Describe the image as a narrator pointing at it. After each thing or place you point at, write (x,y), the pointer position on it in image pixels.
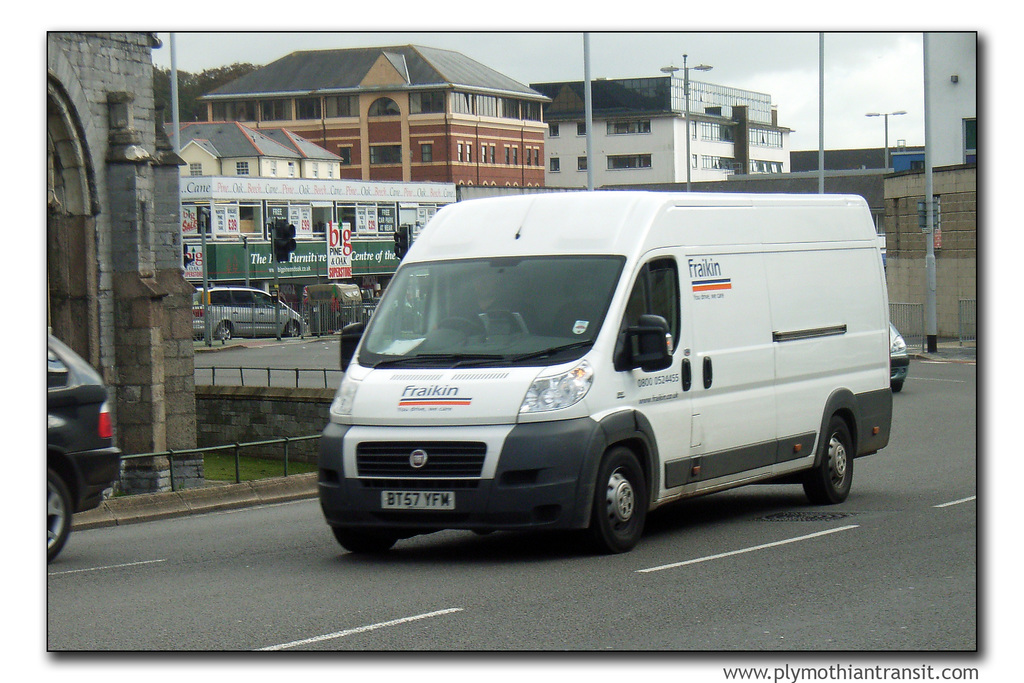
In this picture we can see vehicles (342,349) on the road (292,359), fences (330,324), traffic signals (286,235), posters (339,264), buildings (390,104), windows (377,152), light poles (930,237), trees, walls (893,216) and some objects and in the background (839,62) we can see the sky (675,55).
